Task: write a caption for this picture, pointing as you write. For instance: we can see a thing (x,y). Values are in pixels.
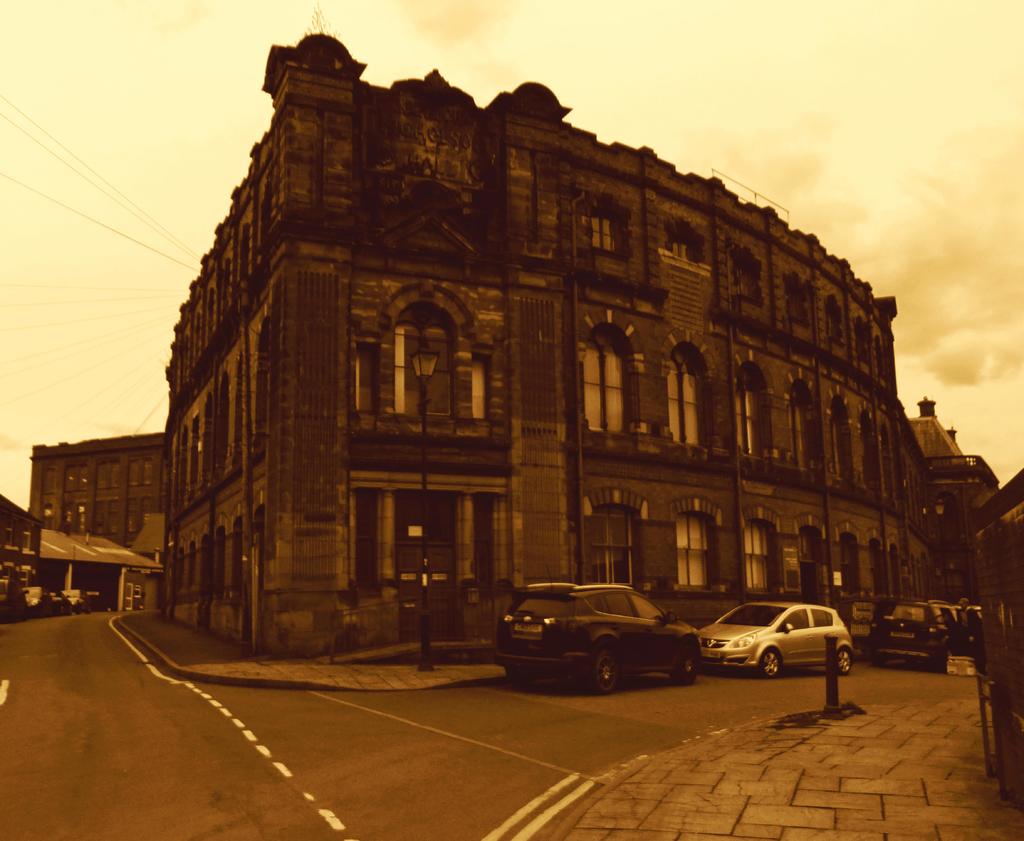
In this picture we can see vehicles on the road (312,791), beside this road (361,797) we can see buildings (263,625) and we can see sky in the background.
